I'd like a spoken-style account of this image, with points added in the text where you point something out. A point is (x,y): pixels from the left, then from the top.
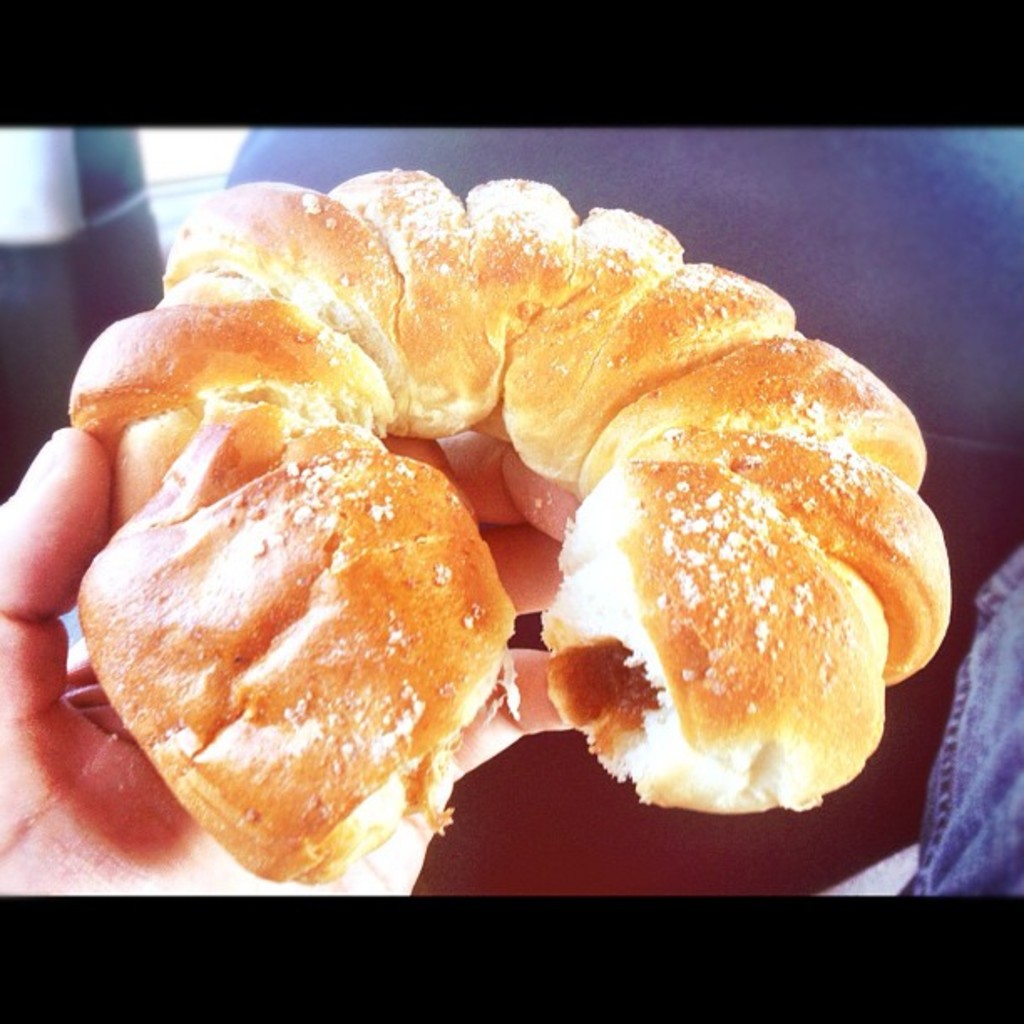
In this image, we can see a hand (8,812) holding some food (209,497).
